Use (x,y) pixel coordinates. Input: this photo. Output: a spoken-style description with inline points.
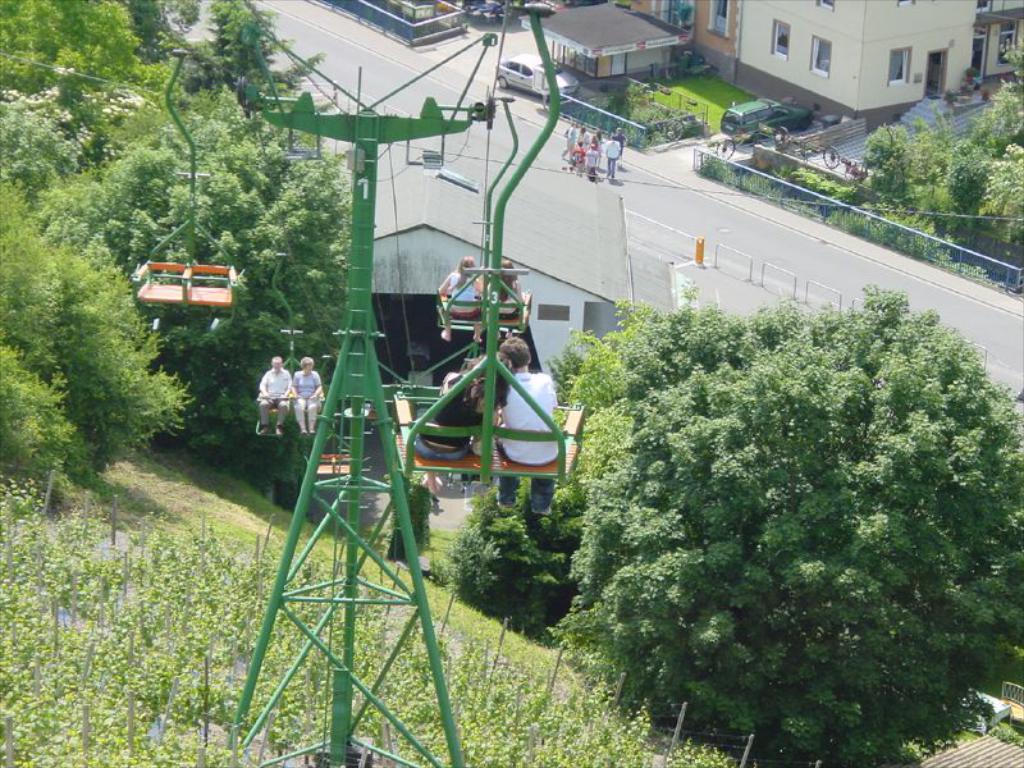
In this picture there is a man (538,393) who is wearing white t-shirt (532,424) and sitting near to the woman (440,410) who is wearing black t-shirt (452,418). Both of them are sitting on this vehicle (486,449). At the bottom (326,606) we can see tower (367,690) and plants (520,699). On the right (947,235) we can see the trees (793,499) and road (534,139). At the top (620,152) there is the group of persons (610,141) standing on the road (605,176). At the top (823,90) we can see a building (674,22), fencing (577,100) and cars (562,77).
